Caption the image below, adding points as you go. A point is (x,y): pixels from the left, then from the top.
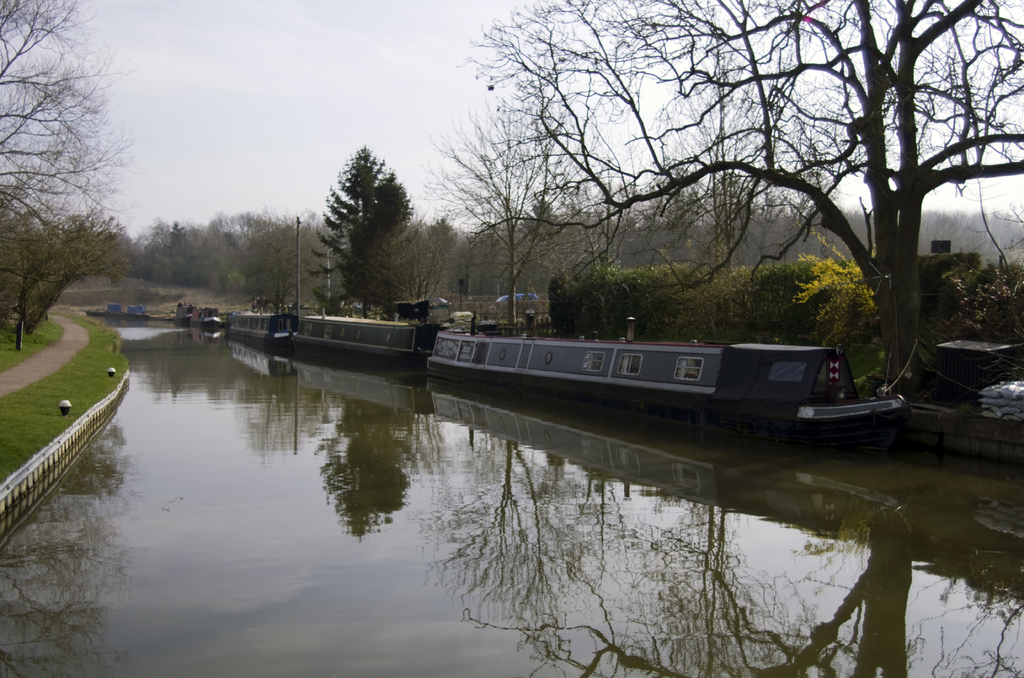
In this image I can see the water (463,621), I can also see a vehicle (659,370). Background (584,304) I can see trees (28,226) in green color, few poles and the sky (296,77) is in white color.
